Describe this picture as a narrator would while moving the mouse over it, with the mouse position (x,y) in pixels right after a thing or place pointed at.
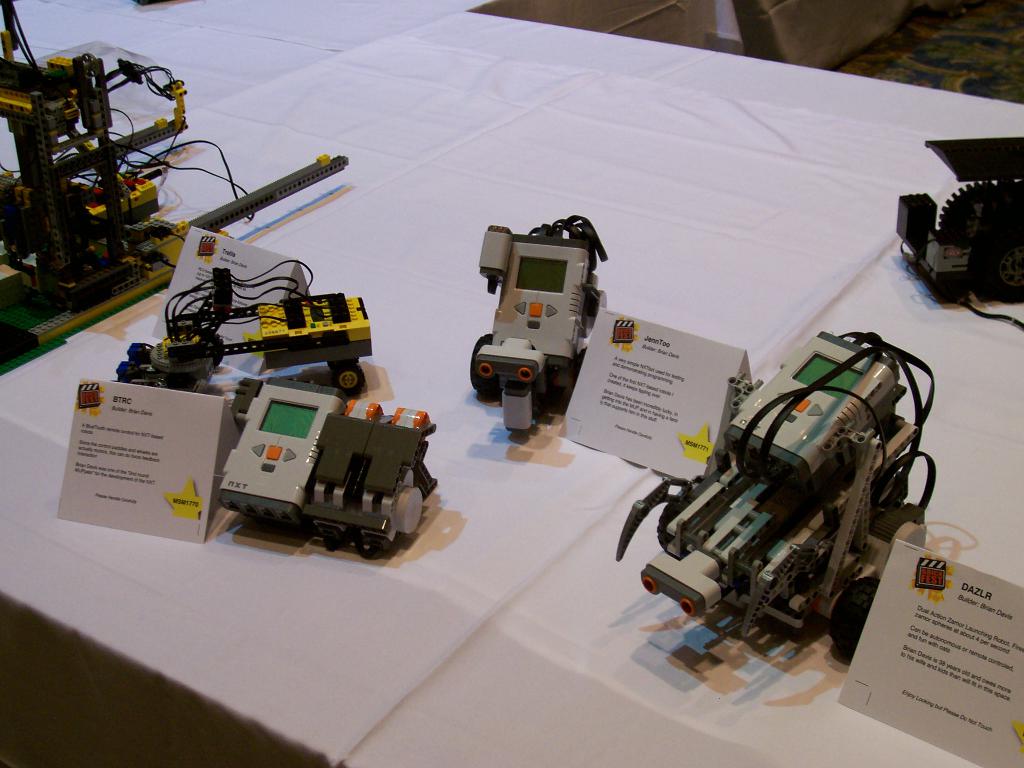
In this image I can see few machines (843,442) and boards (867,688) on the white color cloth (583,577). The machines (697,554) are in gray and yellow color.
